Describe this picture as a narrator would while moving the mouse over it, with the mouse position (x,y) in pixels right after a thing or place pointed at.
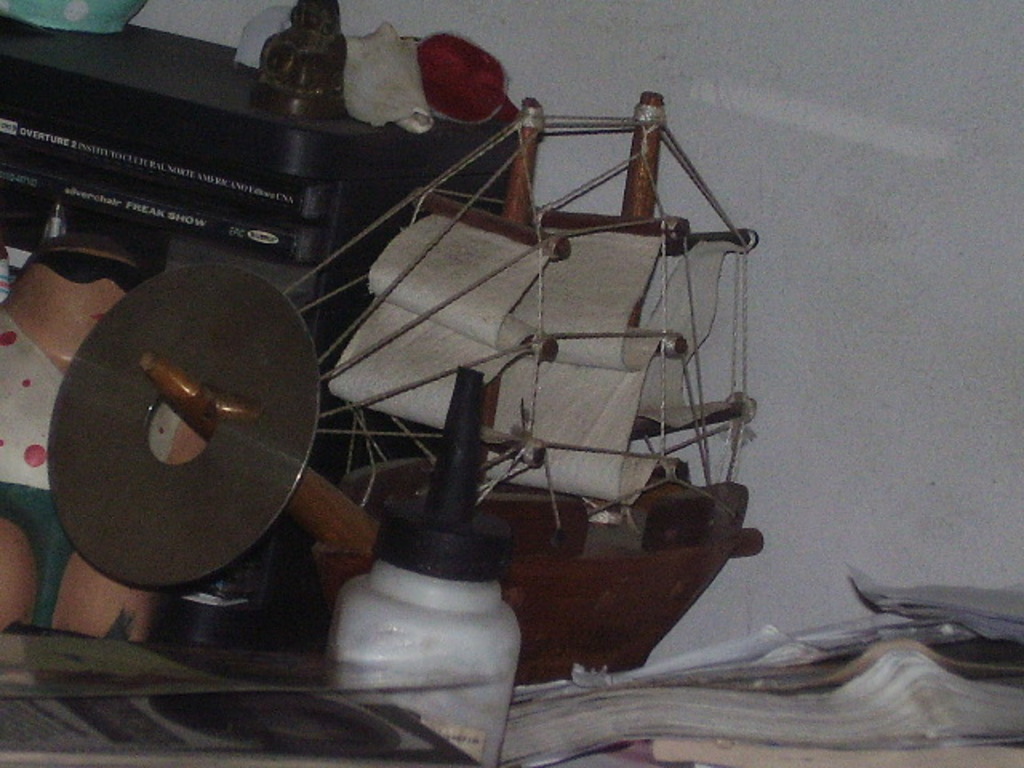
In this image we can see a bottle (428,562), books (897,662), toy boat (640,571), another toy (180,443) and some other items (335,159). In the back (879,228) there is a wall (820,529).
